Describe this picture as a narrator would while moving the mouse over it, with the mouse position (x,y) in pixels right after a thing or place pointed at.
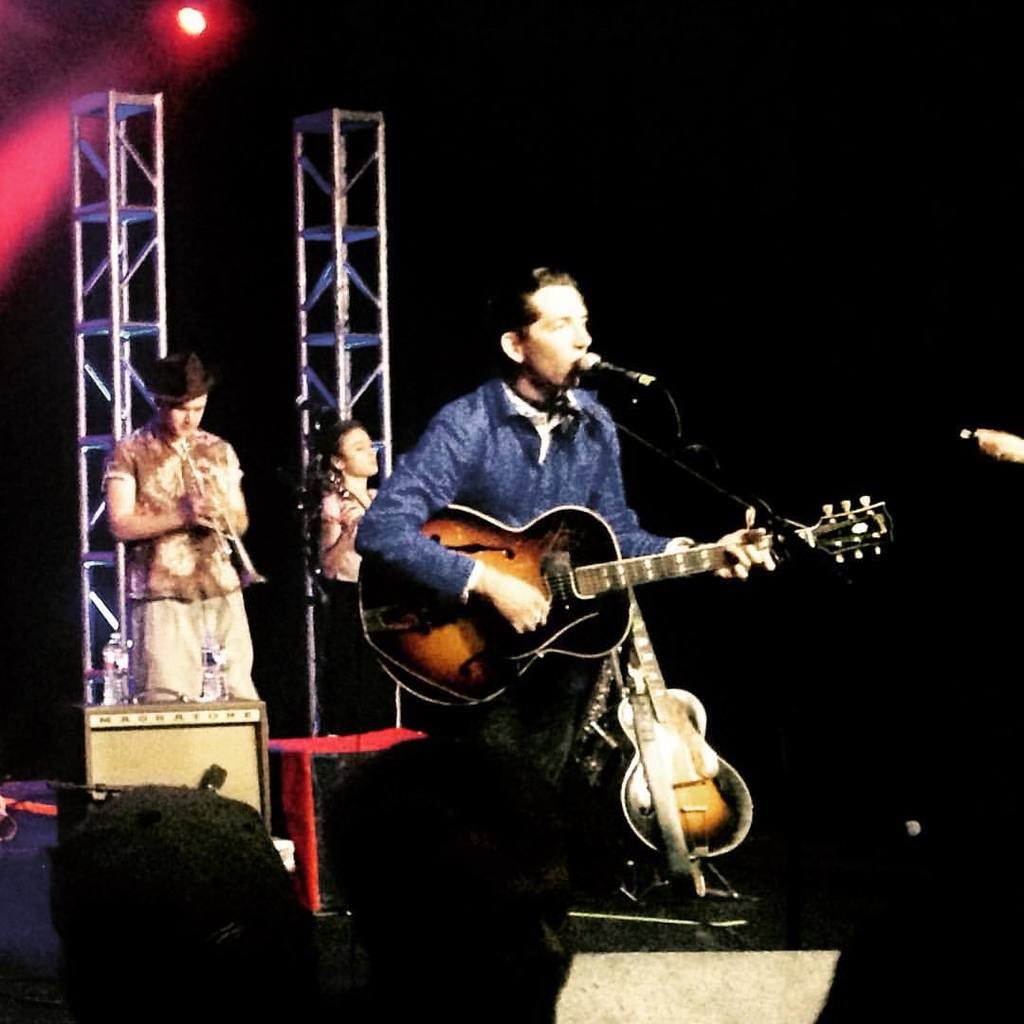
In the image there are three people (512,618) who are playing their musical instrument (428,597). In middle (536,468) there is a man (536,514) who is playing his guitar (582,517) in front of a microphone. On left side (192,450) there is man (220,466) who is playing his trumpet (244,559) and there is amplifier (162,716) on left side (223,719) on amplifier (173,704) we can see two water bottles (213,690). On left side (329,513) we can see a woman (352,542) with her musical instrument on top (190,15) we can see light (189,35).
